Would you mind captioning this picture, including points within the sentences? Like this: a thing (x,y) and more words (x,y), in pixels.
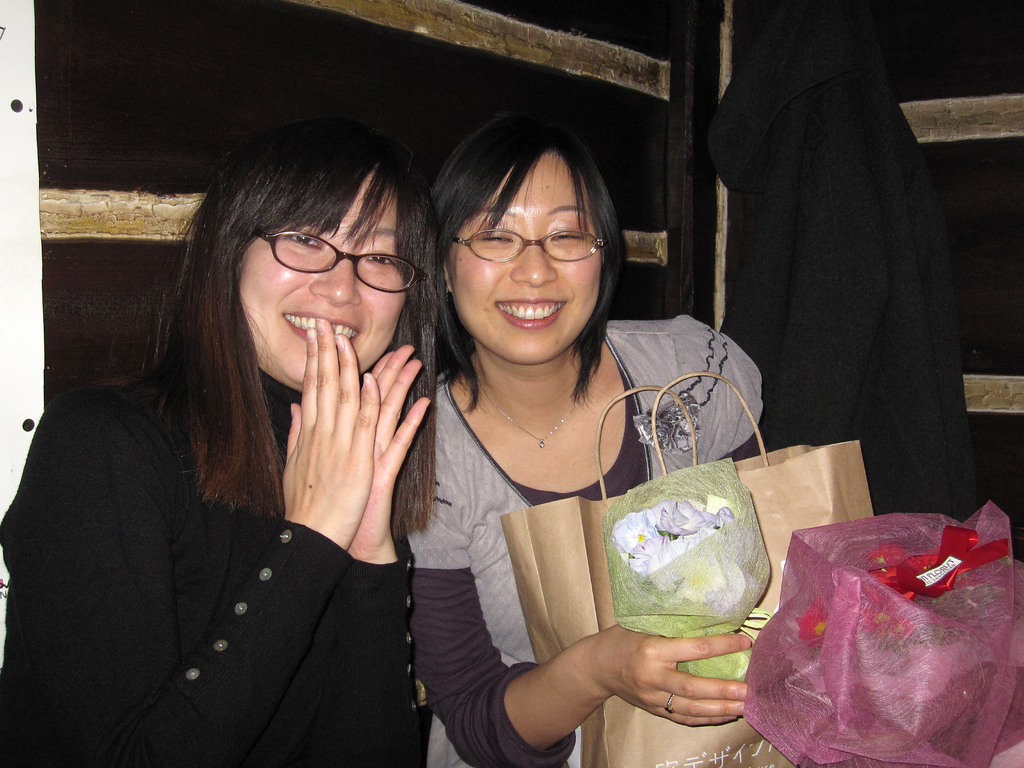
In this image we can see women (495,418) sitting and smiling. Of them one is holding the paper bags (548,559) in her hands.
